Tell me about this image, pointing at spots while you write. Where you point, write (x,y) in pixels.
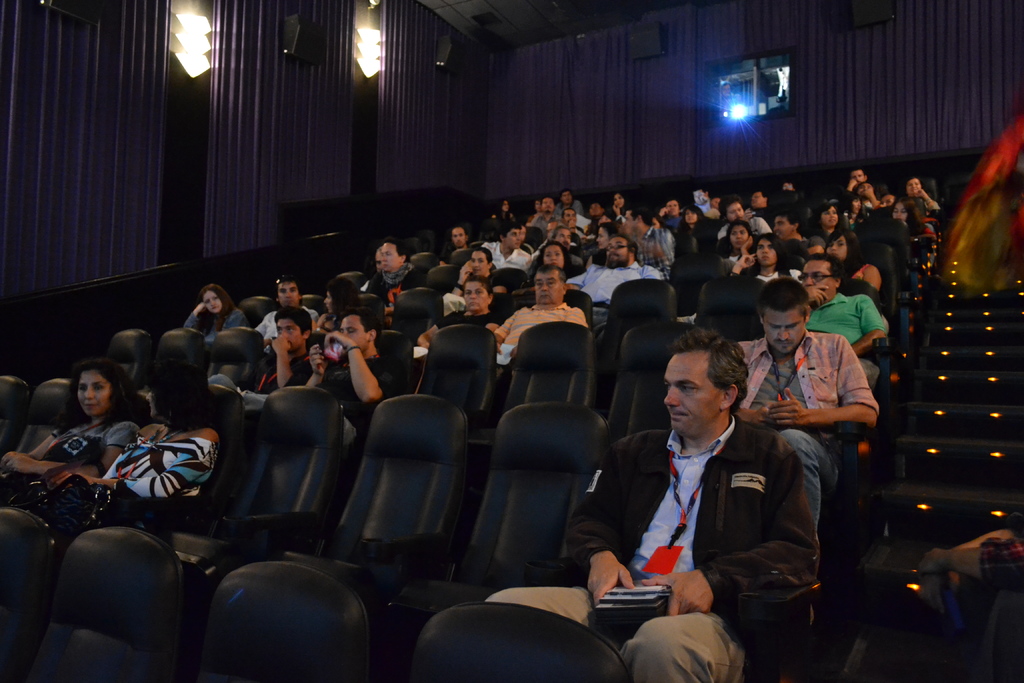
In this image people (852,264) are sitting on chairs (628,290), in the background (547,133) there are curtains (536,56) speakers (662,36) and projector (737,104).
